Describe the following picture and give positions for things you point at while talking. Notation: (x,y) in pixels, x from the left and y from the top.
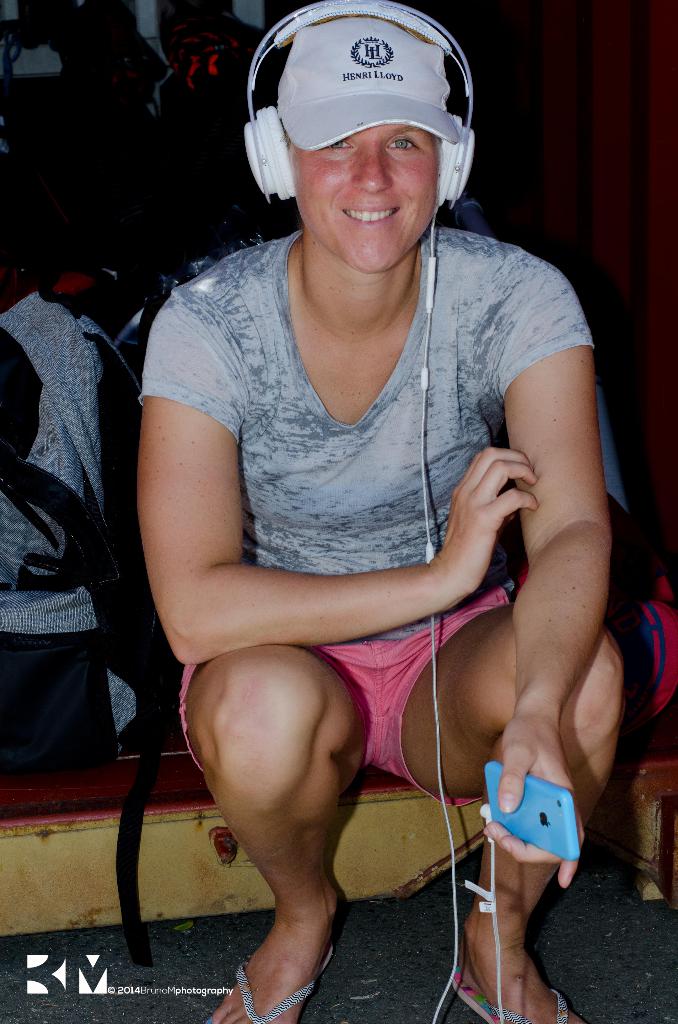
In this picture we can see a woman (593,797) sitting on a ledge (161,837). She is holding a mobile (545,849) with her hand (530,854). And she has headsets (386,6). And she wear a cap (364,95). And she is smiling.
